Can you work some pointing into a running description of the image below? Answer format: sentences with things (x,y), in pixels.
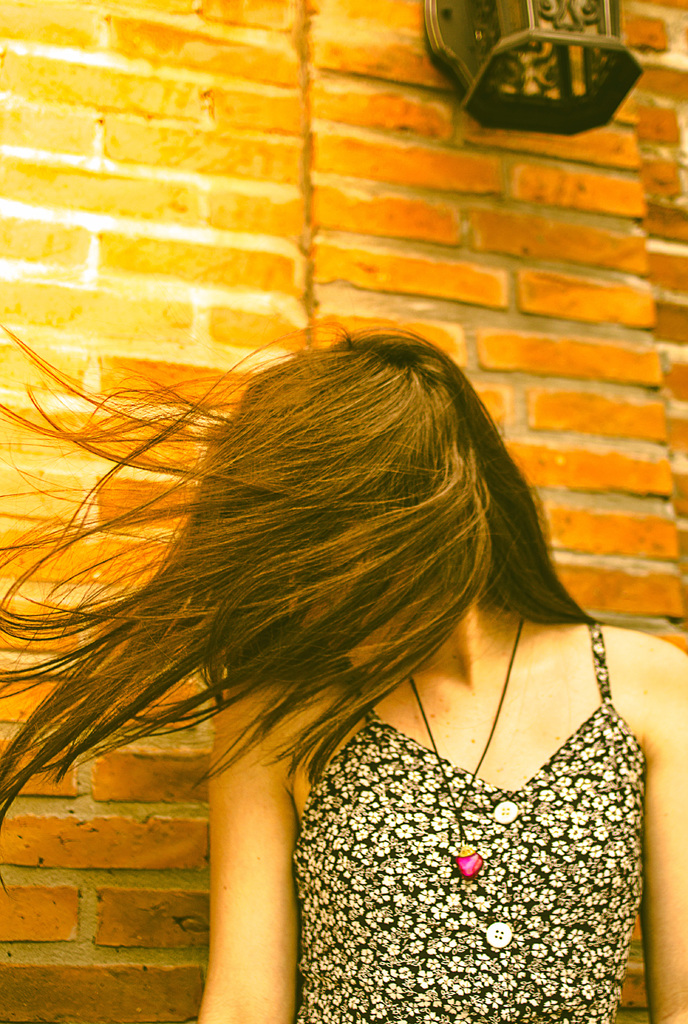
Here we can see a woman (313,604) and her face (281,586) is covered with her hair (243,524). In the background (216,280) we can see an object (551,14) on the wall (316,271).
